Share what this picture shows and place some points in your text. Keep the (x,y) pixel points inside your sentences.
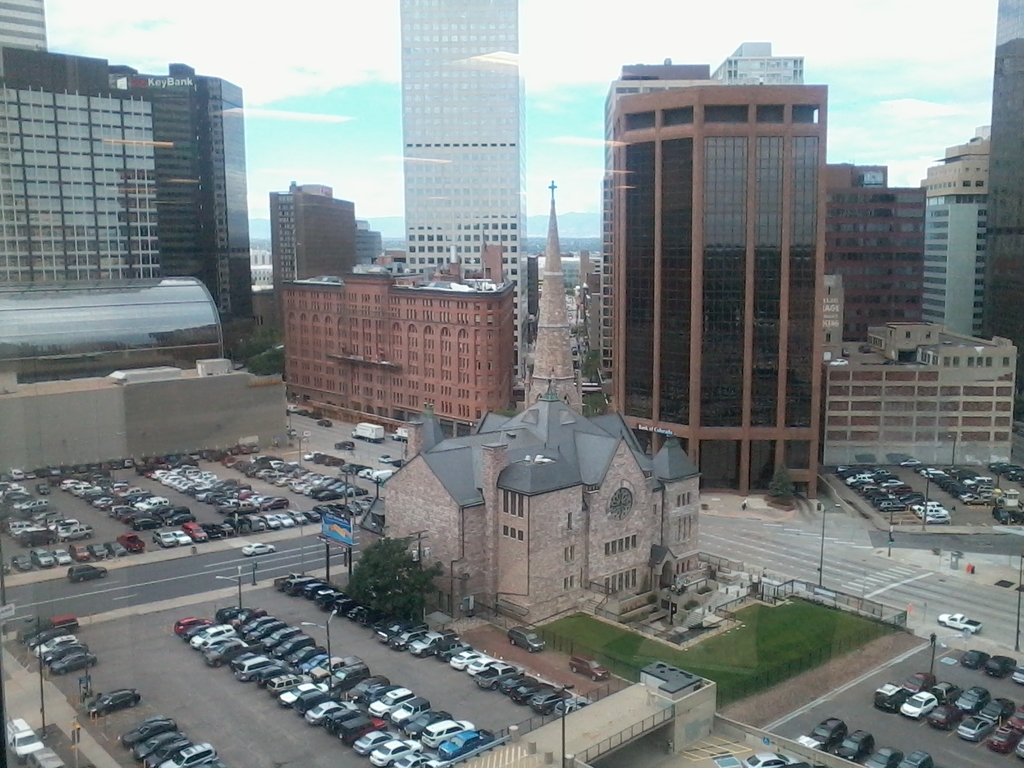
In this picture there are many vehicles (433,764), buildings (680,371) and trees (373,606).
